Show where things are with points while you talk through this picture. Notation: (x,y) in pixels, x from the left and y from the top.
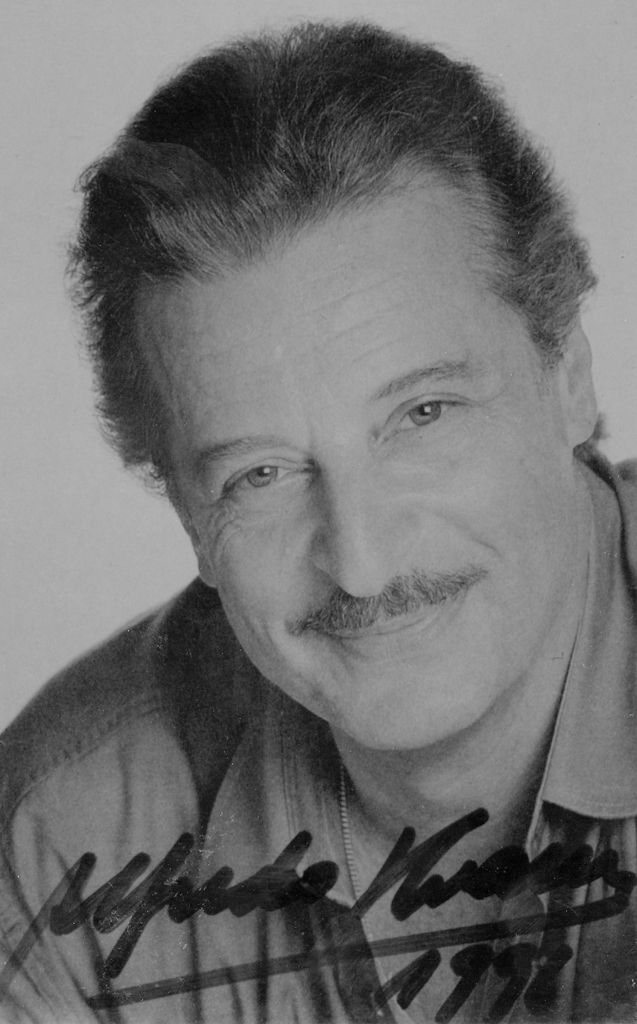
This is a black and white image. I can see the man (425,739) smiling. He wore a shirt (311,791). This looks like an autograph (323,874) in the image.
